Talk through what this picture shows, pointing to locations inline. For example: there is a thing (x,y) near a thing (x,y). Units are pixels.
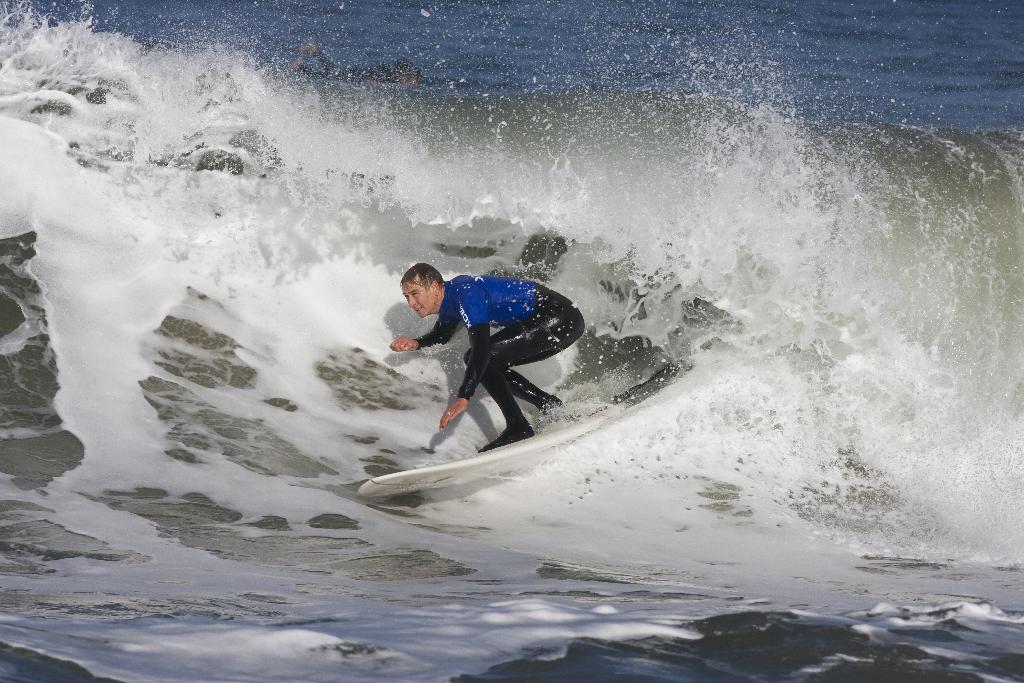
In this image we can see a person (538,290) surfing on the sea (741,353).
